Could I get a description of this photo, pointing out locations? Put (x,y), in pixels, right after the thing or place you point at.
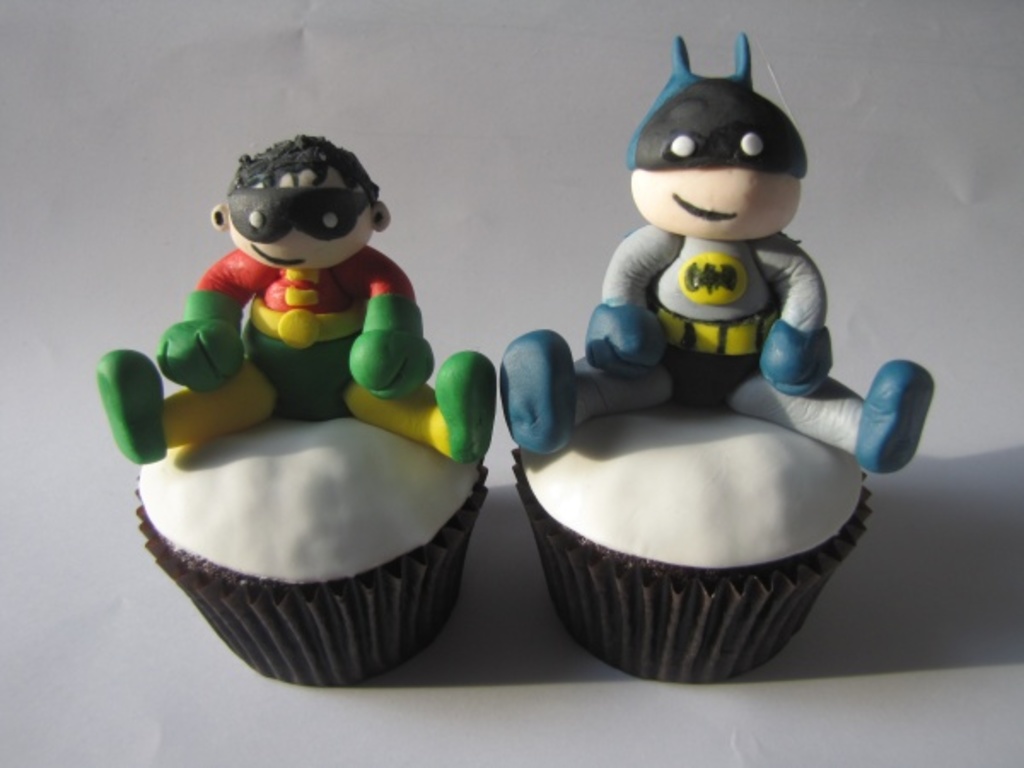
In this image there are two cupcakes (834,487) with some cartoon dolls (471,454) on the top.
